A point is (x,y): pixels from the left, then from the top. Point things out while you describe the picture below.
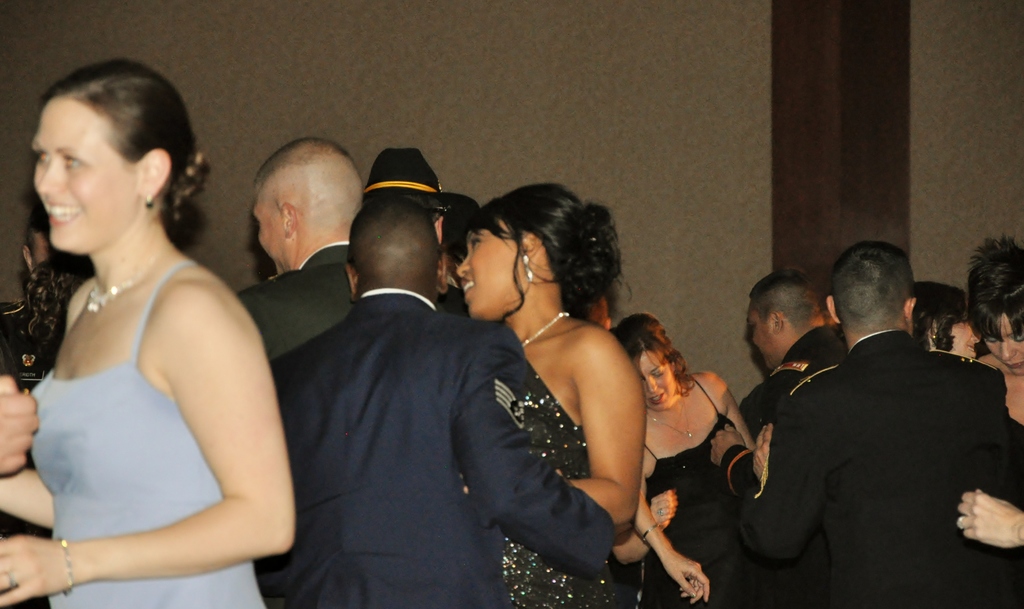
In this picture we can see a group of people (250,607) standing where some are smiling and in the background (613,326) we can see the wall (568,167).
